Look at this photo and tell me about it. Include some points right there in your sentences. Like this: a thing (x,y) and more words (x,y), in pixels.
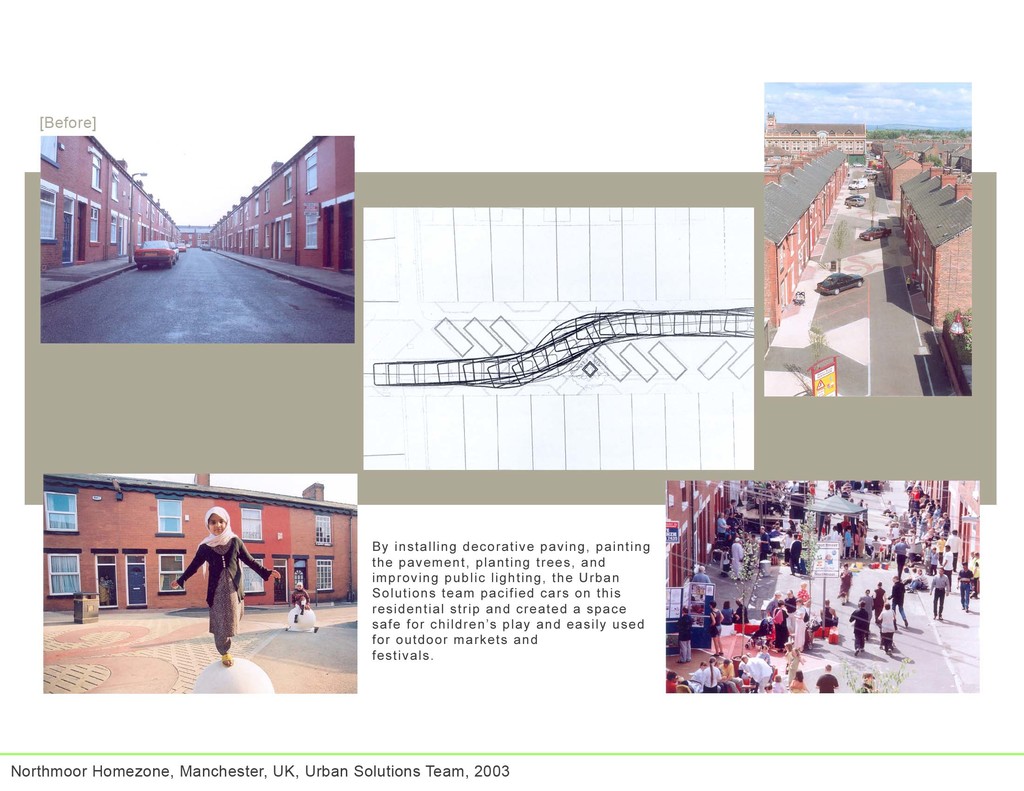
This is a collage picture. In the middle of the image (474,419), we can see a drawing (663,357). At the bottom of the image (909,628), we can see the buildings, people (300,614), path (62,657), text (377,640) and few objects (822,567). In the top right corner (895,226), there are buildings (969,280), trees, vehicles (841,290) on the road (877,348), plants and the cloudy sky (900,117). In the top left corner (141,232), we can see text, buildings (184,236), vehicles (202,244) on the road (236,273) and the sky (160,149).
